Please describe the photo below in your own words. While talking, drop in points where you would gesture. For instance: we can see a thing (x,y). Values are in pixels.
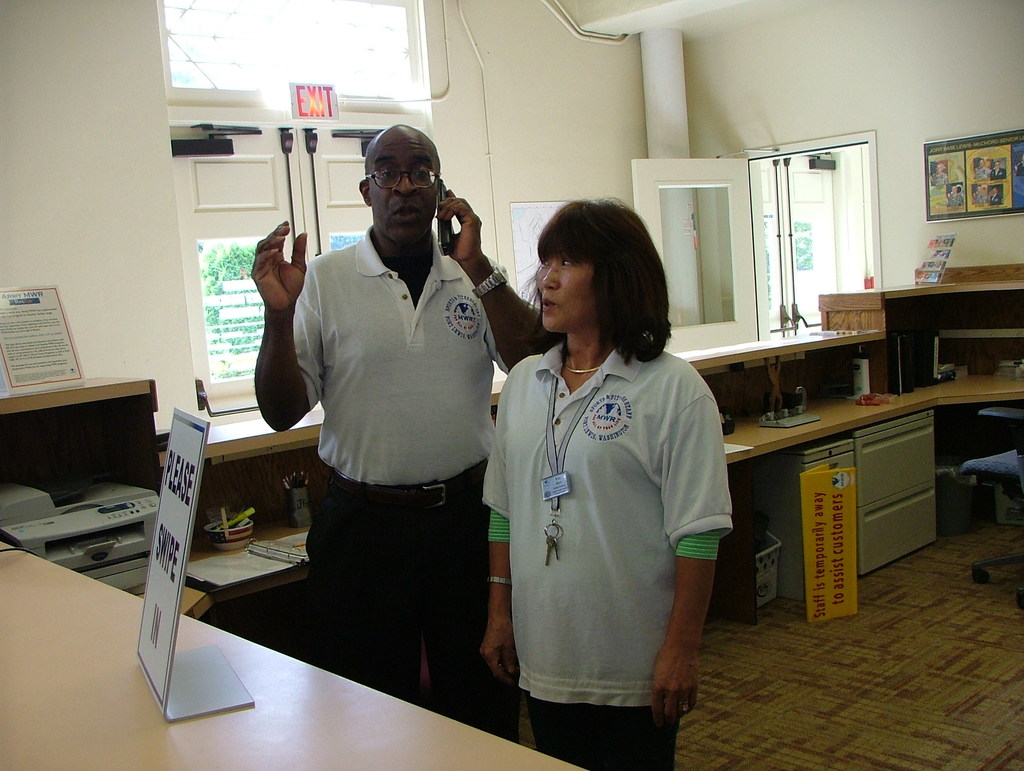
This picture shows a Man (333,303) standing and holding a mobile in his hand (465,209) and speaking and we see a woman (484,658) standing and we see a board (170,623) on the table (191,629) and we see a printer (140,487) and notice board (965,174) on the wall (895,156) and a sign board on the door (310,217).
